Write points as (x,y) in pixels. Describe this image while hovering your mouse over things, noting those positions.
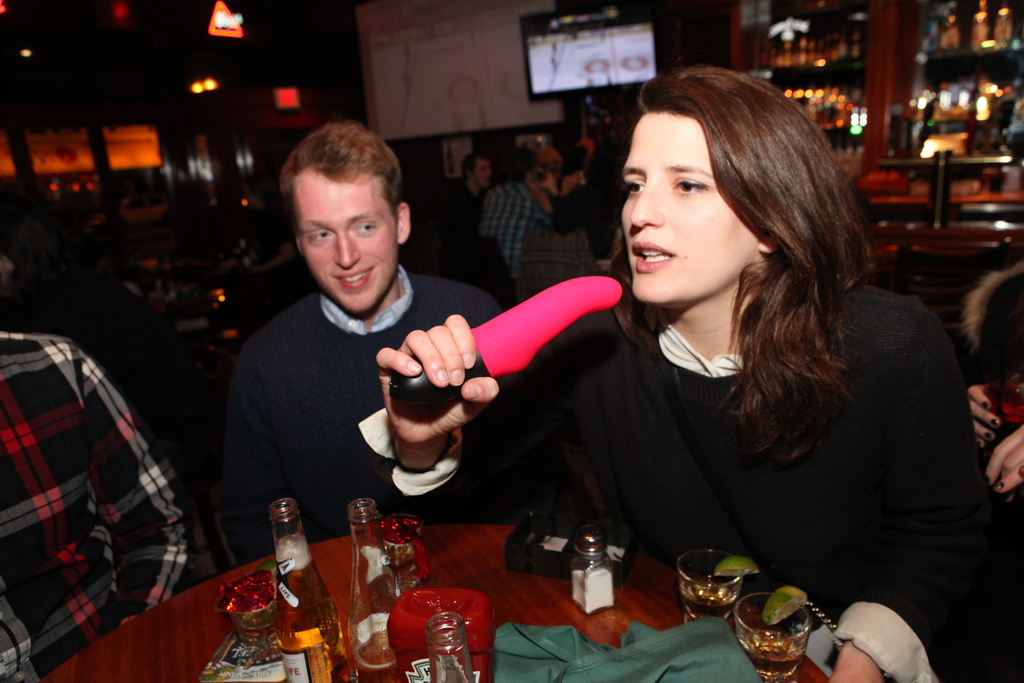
In this picture there are people (291,190), among them there is a woman (670,356) holding an object (410,395) and we can see bottles (413,636), glasses (770,656), cloth (712,666) and objects (578,538) on the table (496,605). In the background of the image (570,34) we can see television (567,41), boards (521,115), lights (240,16) and objects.
